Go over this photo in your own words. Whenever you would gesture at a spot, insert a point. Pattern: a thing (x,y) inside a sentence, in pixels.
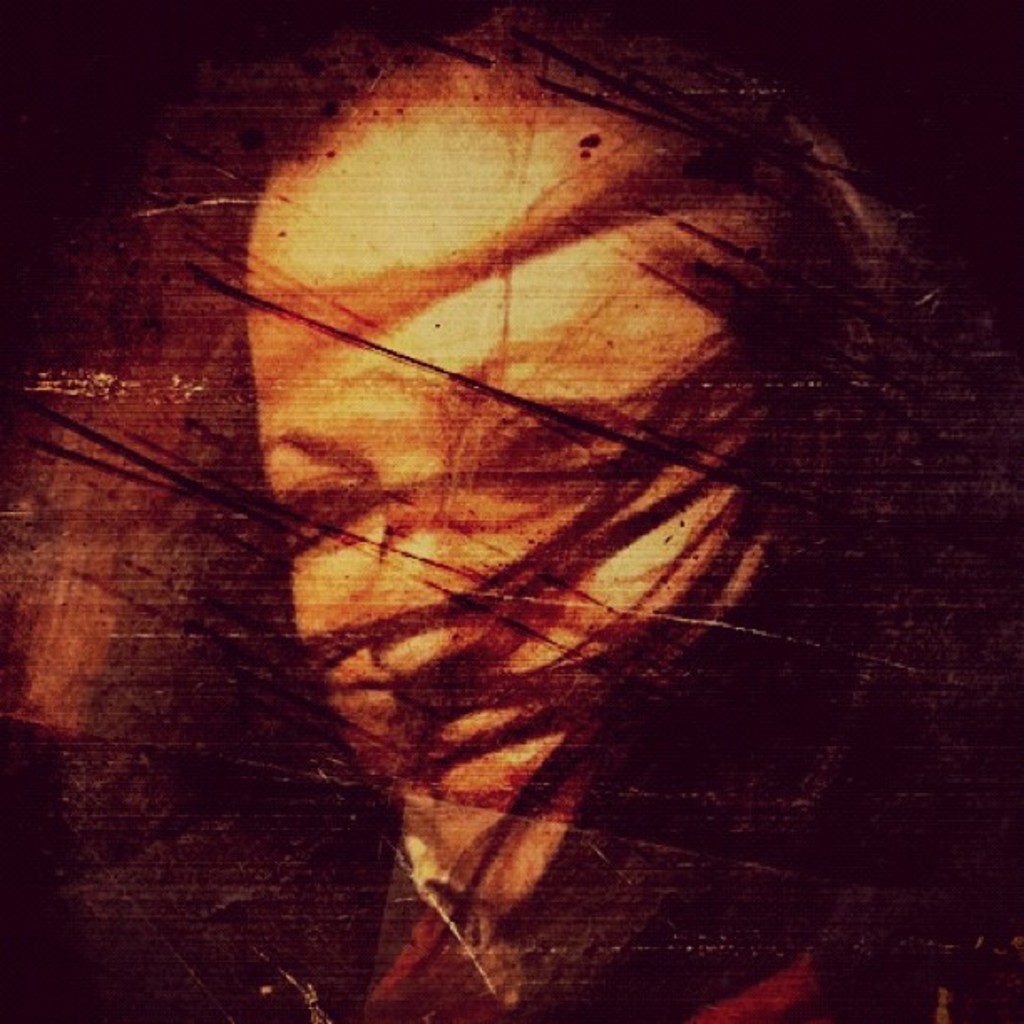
In this picture we can see painting of a person's face (366,435) on the wall (181,438).
